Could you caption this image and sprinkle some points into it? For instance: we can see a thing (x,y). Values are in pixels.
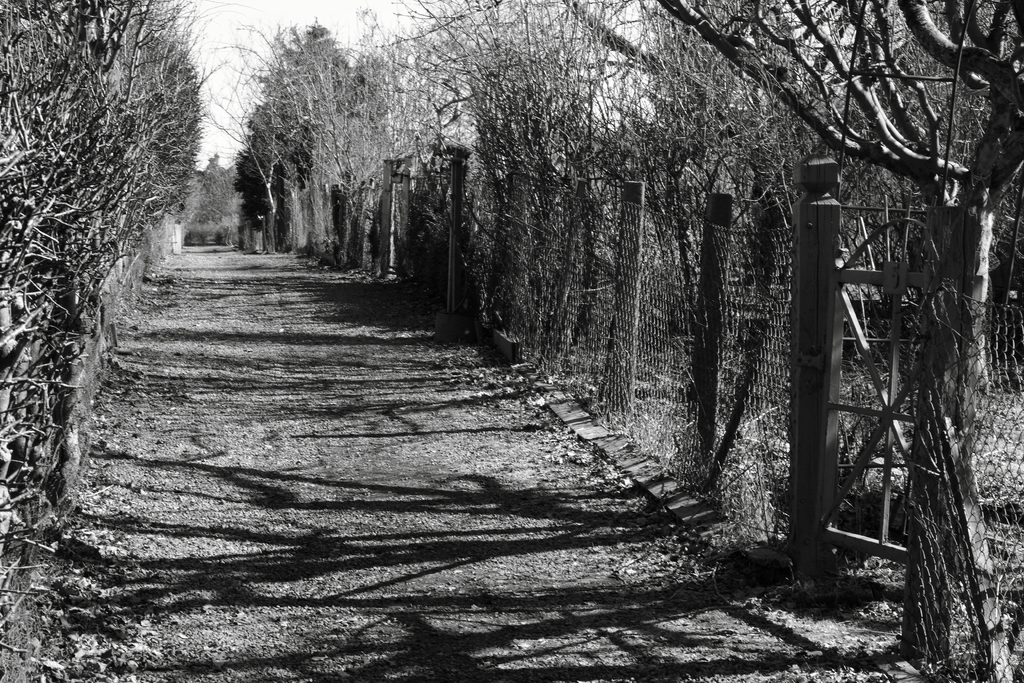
This is a black and white image. I can see the fence (675,285). This looks like a gate (887,285). These are the trees (428,90) with branches (163,110) and leaves (138,108). This looks like a pathway (231,509).
